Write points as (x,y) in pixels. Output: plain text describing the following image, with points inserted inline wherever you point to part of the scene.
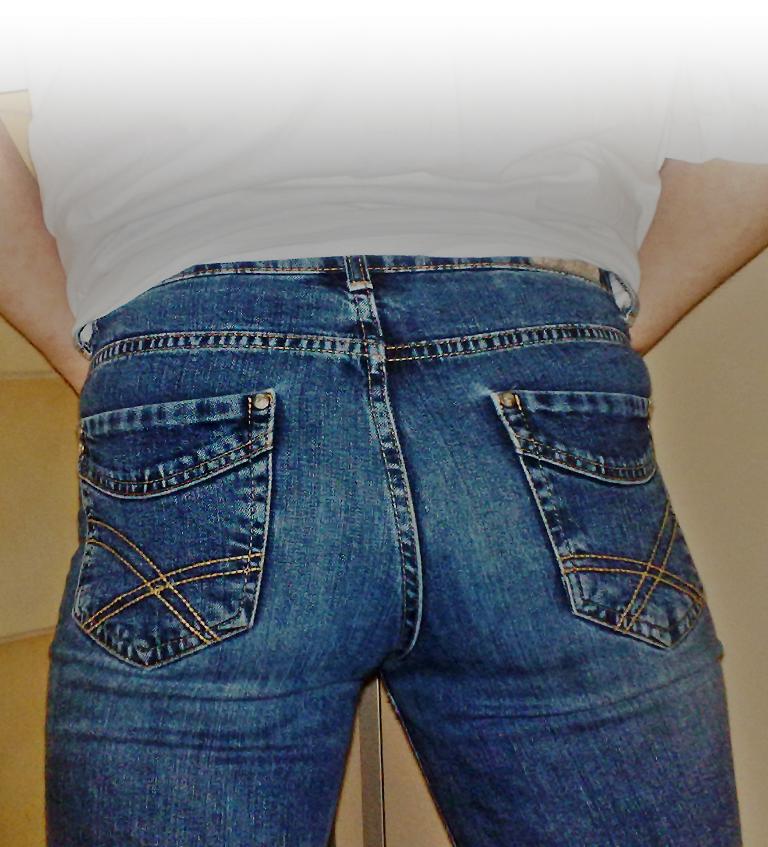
In this picture we can see a person (547,276), this person (500,548) wore jeans (312,633).
